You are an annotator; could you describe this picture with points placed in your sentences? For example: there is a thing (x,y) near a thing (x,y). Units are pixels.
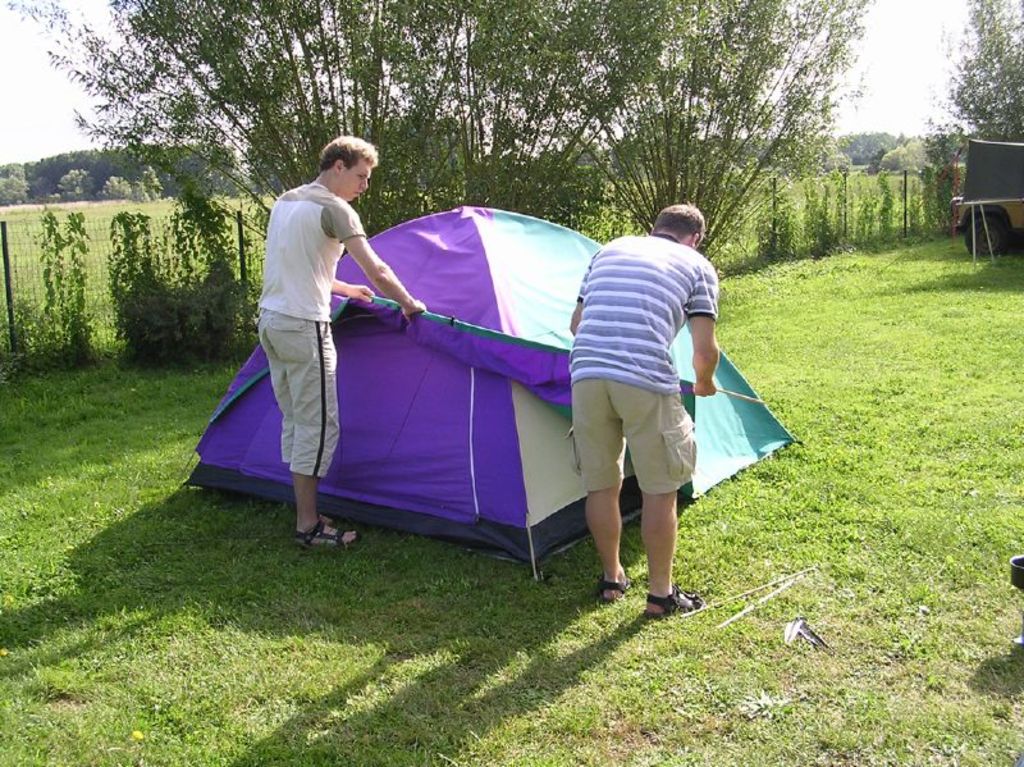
There are two men (598,366) standing at the tent (552,460) and they are holding the tent cloth (512,378) in their hands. In the background (404,101) we can see plants (158,260), fence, trees (451,81), grass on the ground (627,715) and sky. On the right (968,215) there is a vehicle (983,193) and an object (1023,627) on the ground (1009,609).
